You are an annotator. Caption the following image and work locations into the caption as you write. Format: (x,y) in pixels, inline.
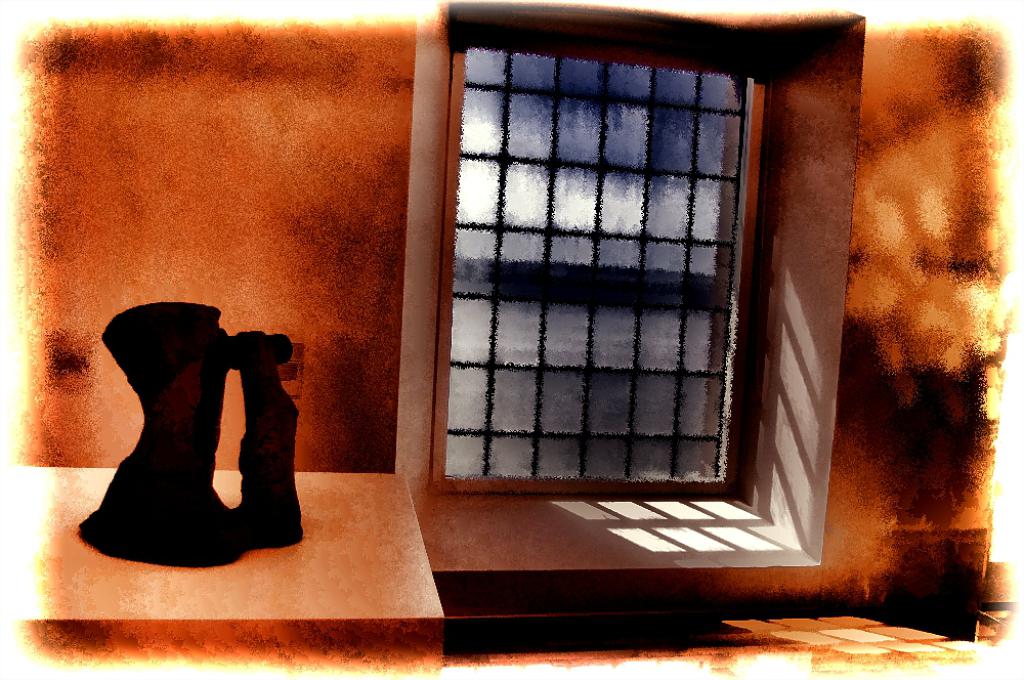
In this picture I see a black color thing (196,423) on the left side (171,400). In the background (88,381) I see the wall (42,356) and a window (642,244).
